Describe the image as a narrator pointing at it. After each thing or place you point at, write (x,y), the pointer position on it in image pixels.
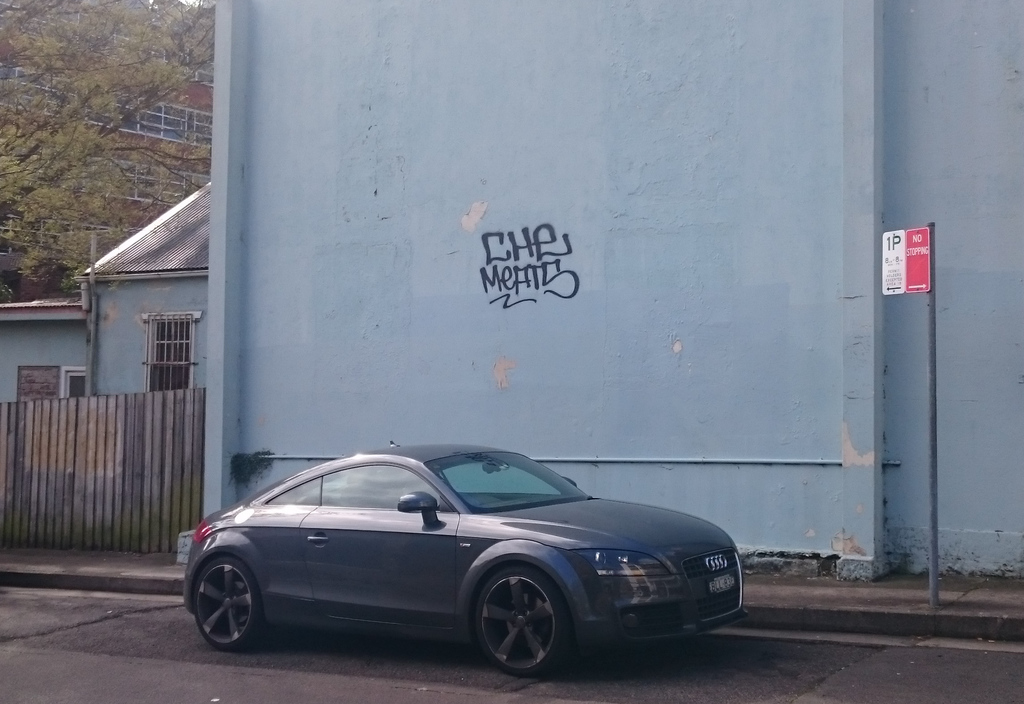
In this image I can see the vehicle (364,577) on the road (301,634). To the side of the vehicle (432,472) I can see board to the pole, building (264,378), railing (139,448) and the windows (156,376) can be seen. In the background (137,192) I can see many trees (76,141).
